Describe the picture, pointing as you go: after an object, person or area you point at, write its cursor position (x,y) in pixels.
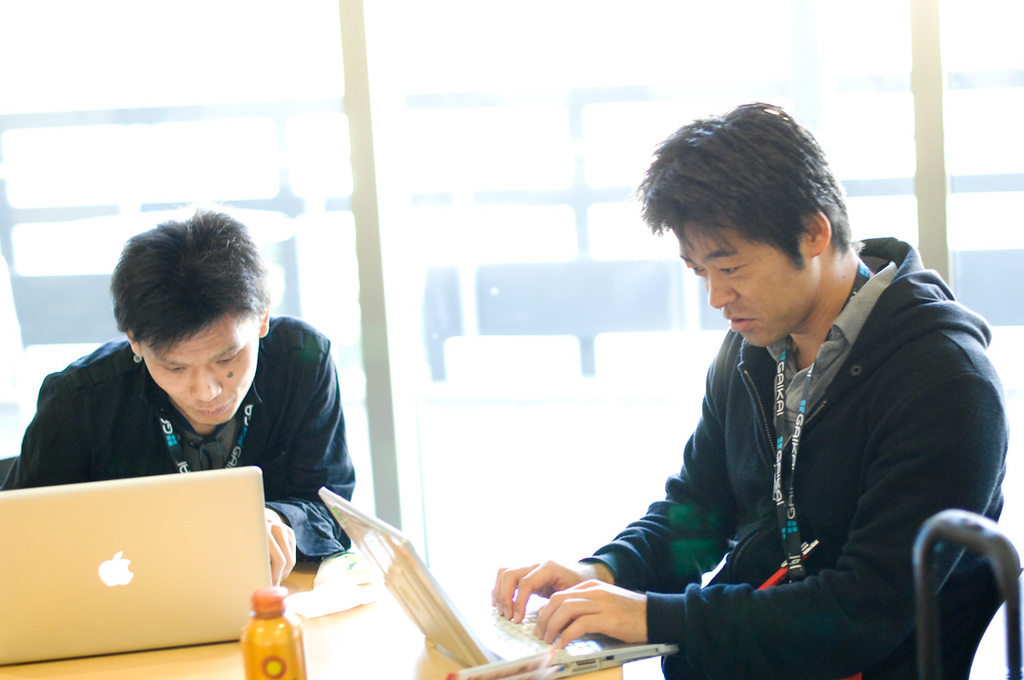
In this image there are two men (823,477) who are working with the laptops (438,625) which are in front of them. They are kept on the table (325,635). On the table (343,644) there is a bottle (271,649) and a paper (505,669).
